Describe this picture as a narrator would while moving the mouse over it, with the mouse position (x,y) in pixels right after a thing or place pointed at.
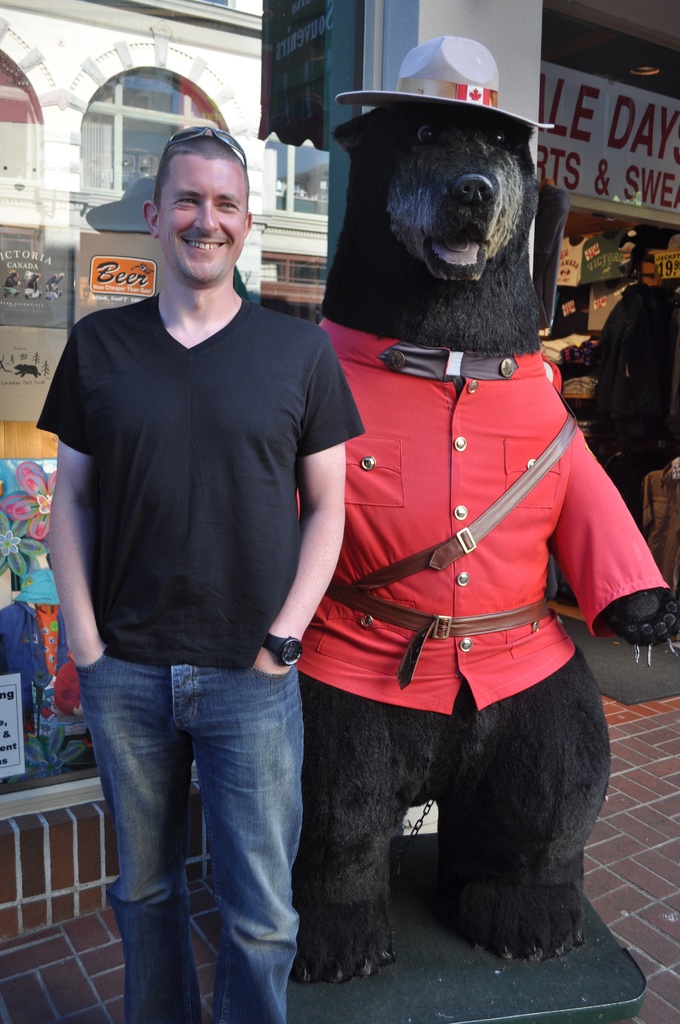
In this image I can see one person (211,406) is standing and wearing black t-shirt (232,599) and jeans (258,748). Back I can see the statue (459,454) in black and red color. I can see few stores (629,219), few objects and banner (576,116).
